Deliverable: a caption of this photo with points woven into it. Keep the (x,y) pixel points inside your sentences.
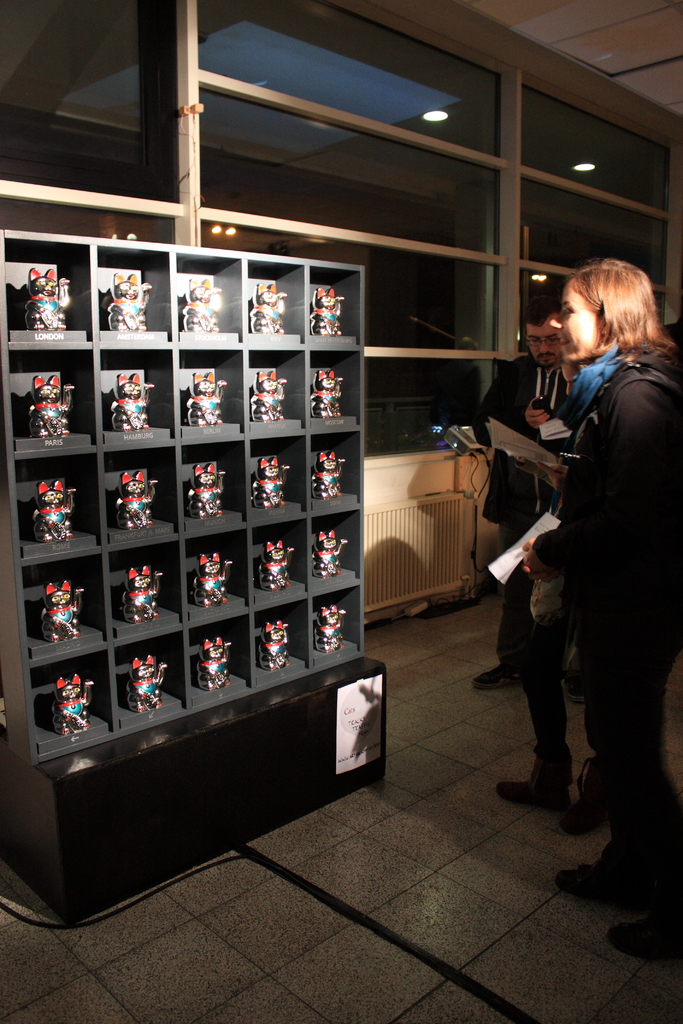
In this image on the right side (662,539) there are some persons (597,467) who are standing, and they are holding some papers (509,557) and on the left side (31,458) there is one cupboard (53,345). In that cupboard (155,435) there are some toys (225,570), and in the background (366,356) there are some glass windows (383,179) and wall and some lights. At the bottom (408,906) there is floor (456,636), and at the top (590,56) there is ceiling (600,57).
